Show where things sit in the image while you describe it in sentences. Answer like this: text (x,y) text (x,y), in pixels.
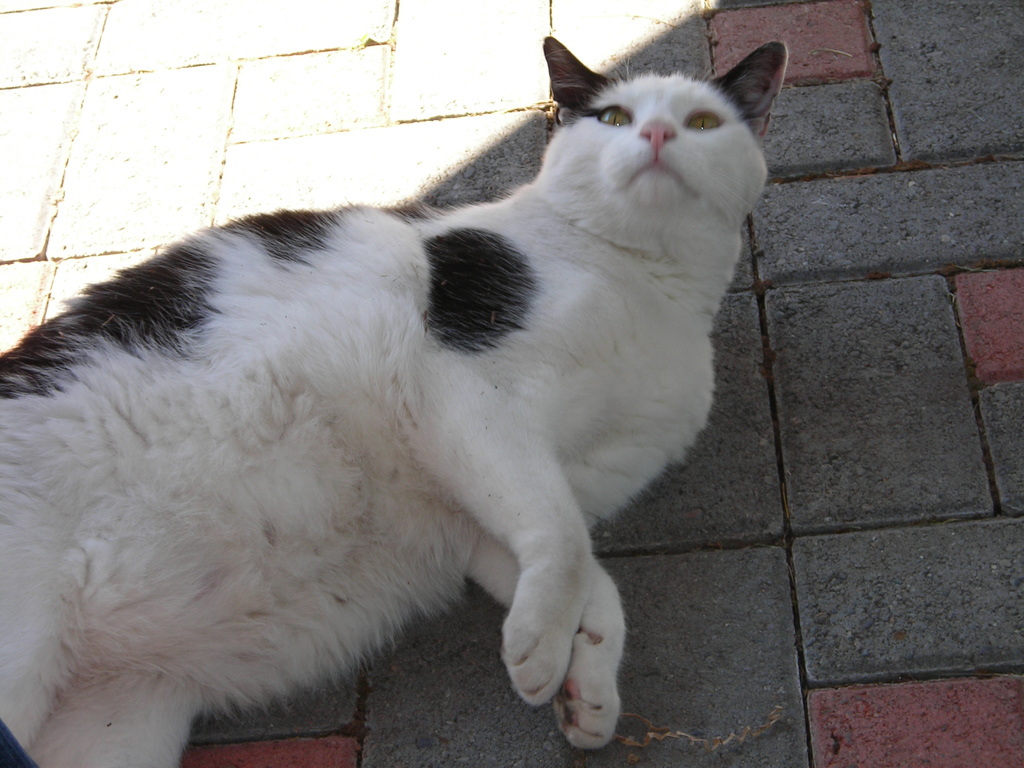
In this picture we can see a cat (66,602) on the floor (764,339).
